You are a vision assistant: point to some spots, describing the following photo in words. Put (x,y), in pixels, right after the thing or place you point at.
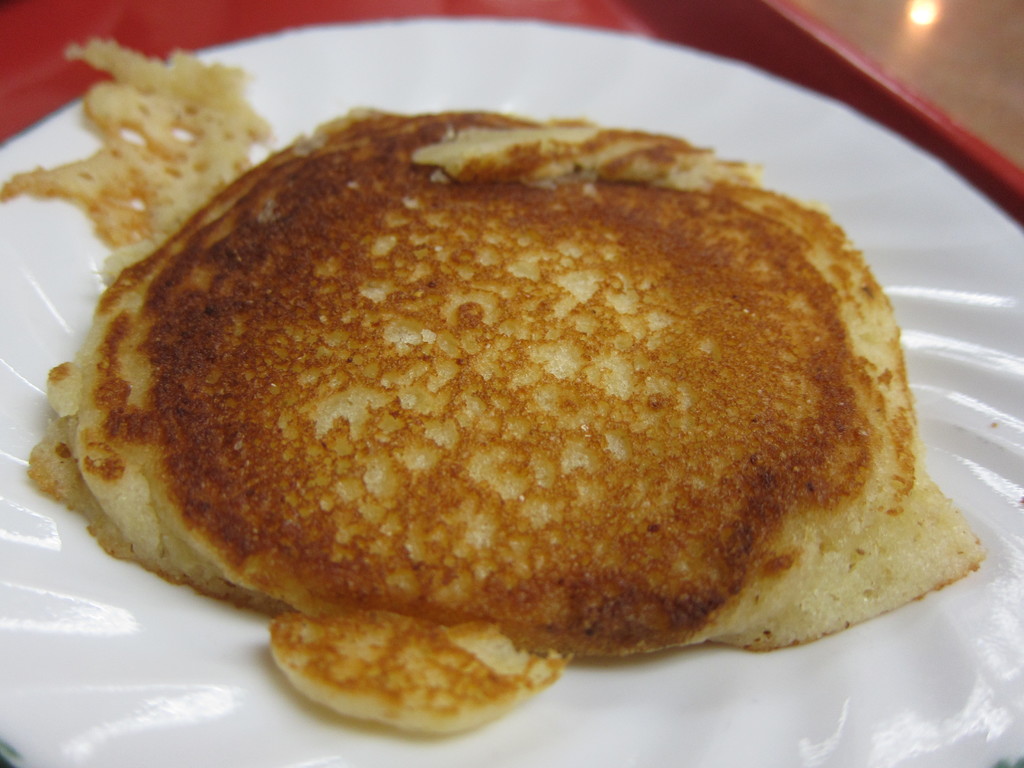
In this image we can see food (484,300) on a plate (56,145).
